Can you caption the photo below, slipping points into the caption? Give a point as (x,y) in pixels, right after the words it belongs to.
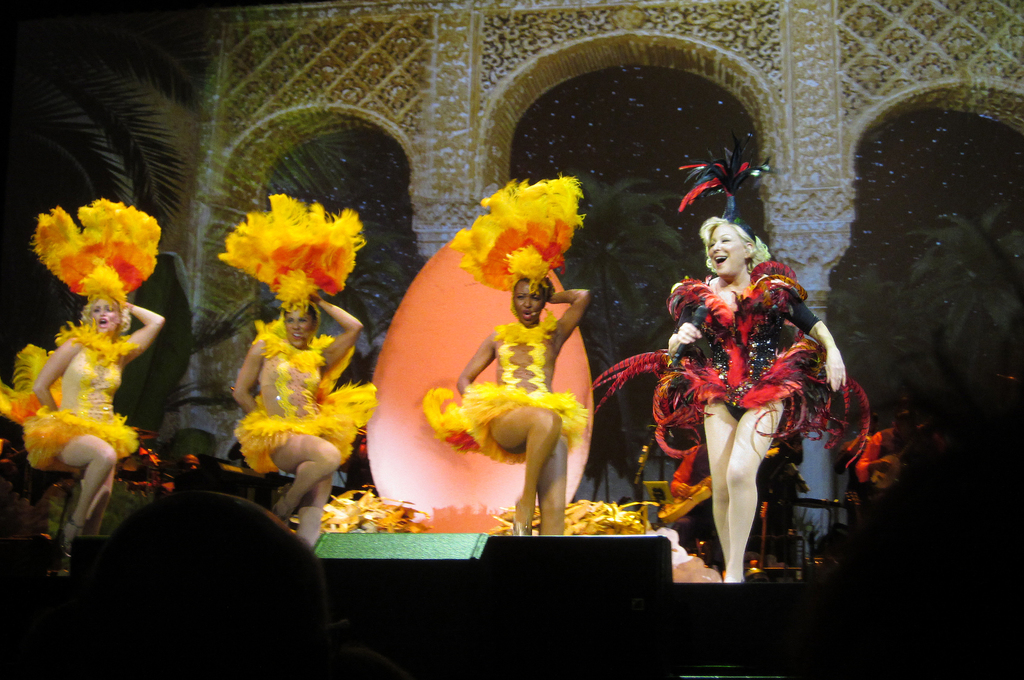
On the left side (89,369), there are three women (343,367) in yellow color dresses (505,346), dancing on a stage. On the right side (724,170), there is a woman (732,159) in red and black color combination dress (747,311), smiling, dancing and holding a mic (701,327) with a hand (690,340). In the background (837,72), there are arches (814,76). And the background (936,292) is dark in color.
